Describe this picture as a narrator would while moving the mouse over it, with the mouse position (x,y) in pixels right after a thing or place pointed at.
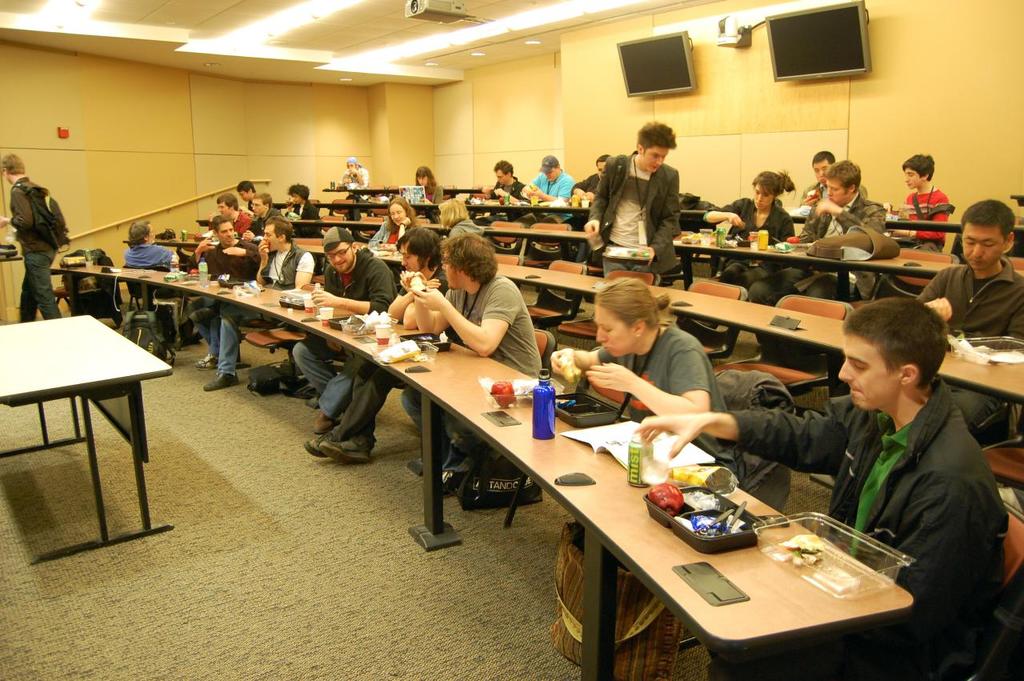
There are many people (629,305) are sitting on a chair (553,295), this is a bench (459,368). This is a box (728,541) an apple (670,497) in it. This is a can (630,451).
